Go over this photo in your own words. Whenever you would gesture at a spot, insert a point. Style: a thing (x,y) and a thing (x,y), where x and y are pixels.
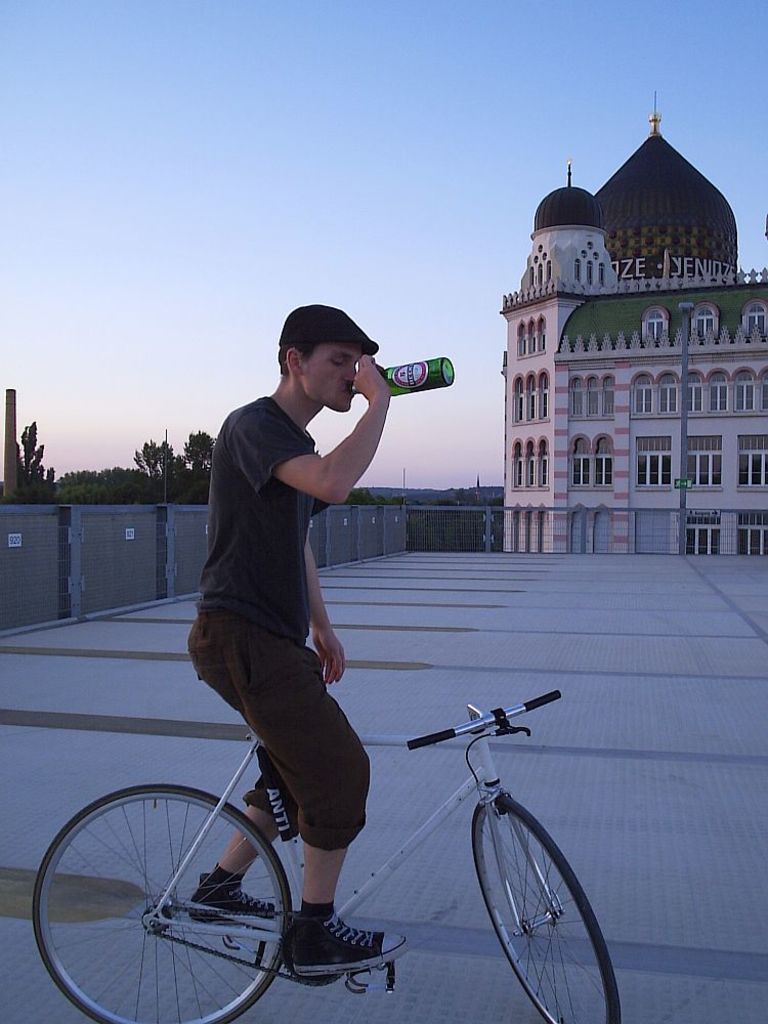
Here a person (239,709) is drinking by sitting on the bicycle (423,830). In the background (429,466) there are trees (19,468), sky (253,190) and a building (596,461).
